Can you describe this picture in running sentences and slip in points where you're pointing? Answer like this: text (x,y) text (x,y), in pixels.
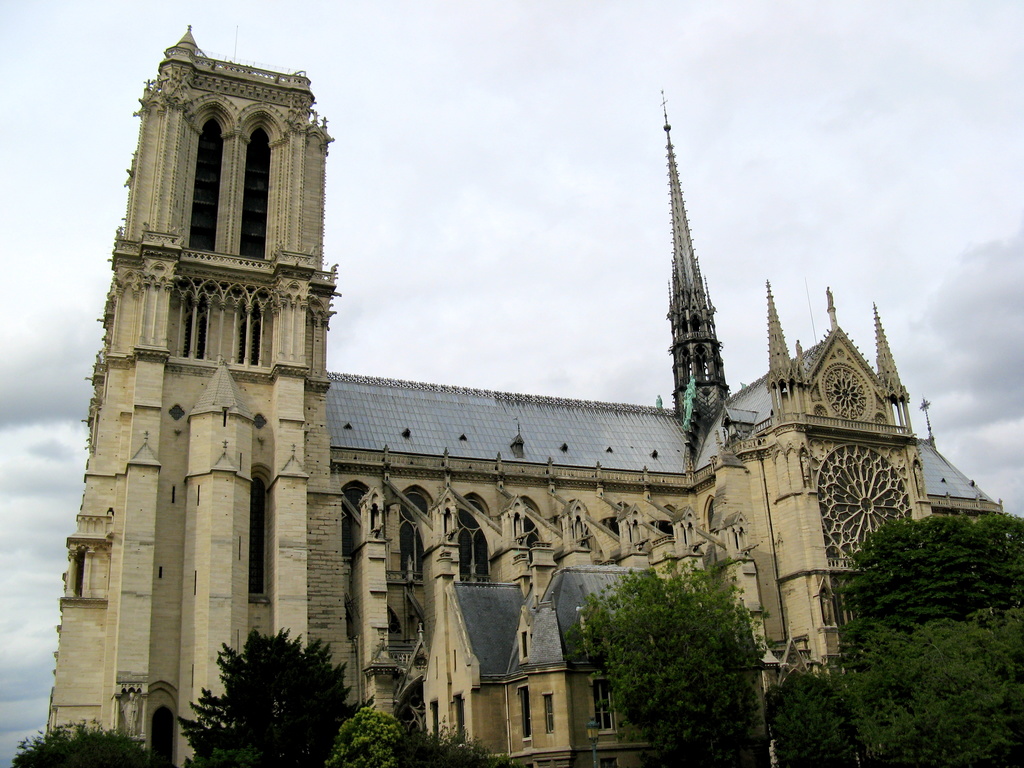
In this image we can see trees (957,739), cathedral (578,609) and the cloudy sky (976,33) in the background (988,102).
